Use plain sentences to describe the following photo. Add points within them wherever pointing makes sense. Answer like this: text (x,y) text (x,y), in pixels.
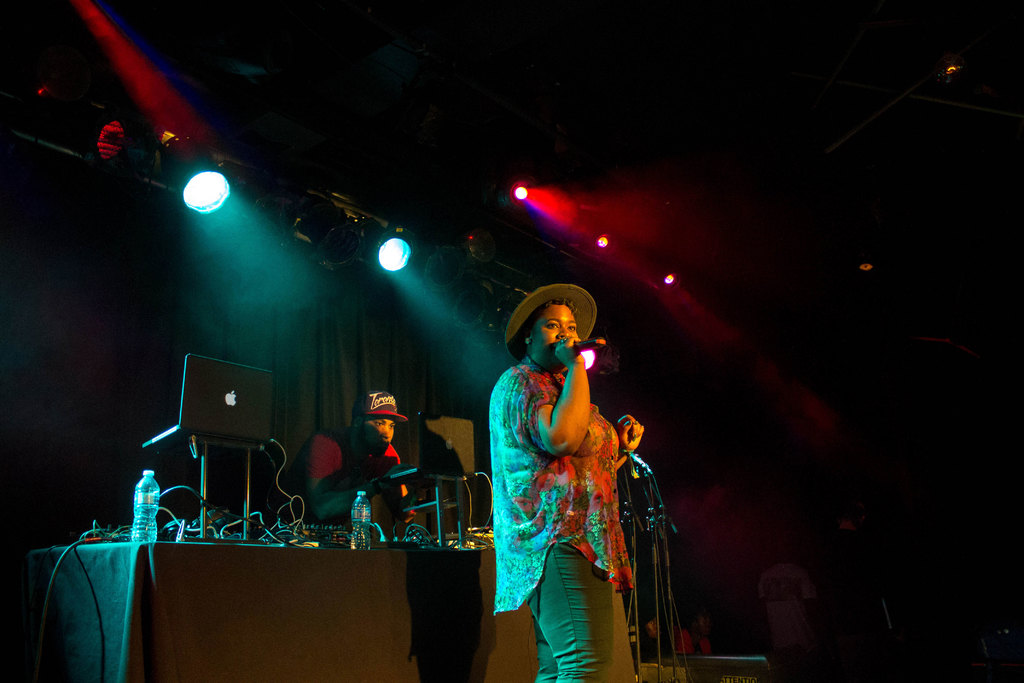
This picture describes about group of people (797,601), in the middle of the image (558,445) we can see a woman (572,467), she wore a cap (532,309) and she is singing with the help of microphone (602,342), behind to her we can see few laptops (161,435), bottles (140,507) and other things (265,527) on the table (255,572), in the background (109,164) we can see few lights (329,223) and metal rods (370,214).
